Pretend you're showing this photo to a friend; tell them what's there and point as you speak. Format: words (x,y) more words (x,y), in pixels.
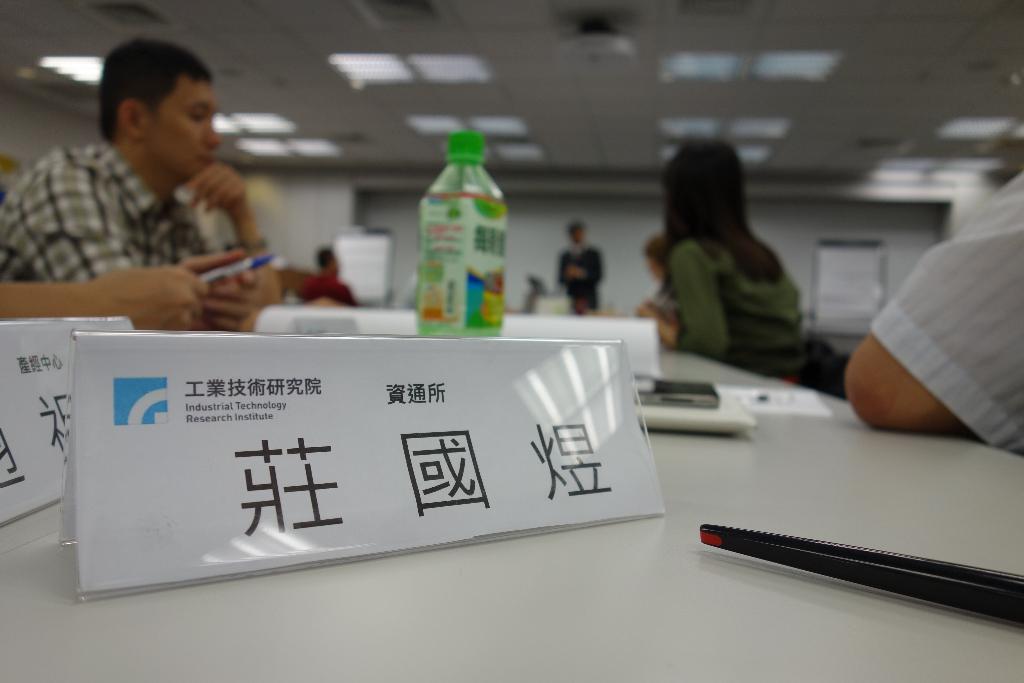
This is the table (583,607) which is white in color. These are the name boards (488,359), bottle (488,298), mobile phone (688,402) and few other things (702,416) placed on the table (761,600). There are few people (989,331) sitting. At background (584,235) i can see a person (597,283) standing. I think this is a projector (587,18), ceiling lights (430,65) attached to the rooftop (633,57).
